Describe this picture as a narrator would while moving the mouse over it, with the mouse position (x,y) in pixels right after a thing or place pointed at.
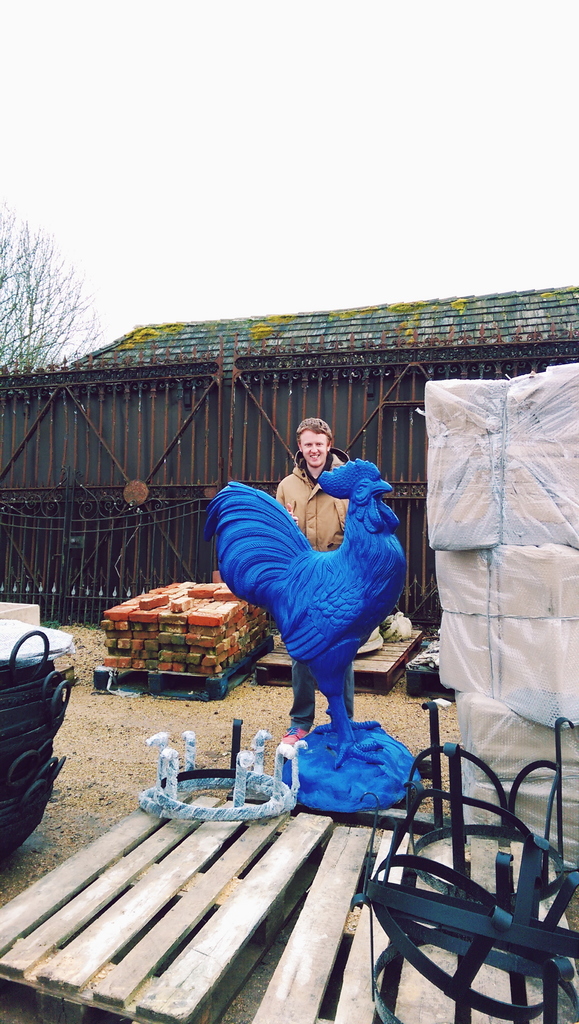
In this image in the center (300,497) there is one person (329,511) who is standing and smiling, and in the foreground (357,865) there is a statue (291,620) and wooden pallets (331,928). In the background (267,373) there is a house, gate (375,433) and on the right side (506,533) there are some boxes (491,601). In the center (232,614) there are some bricks (204,614) and some boards (412,651), in the background (32,309) there are some trees (25,338).
